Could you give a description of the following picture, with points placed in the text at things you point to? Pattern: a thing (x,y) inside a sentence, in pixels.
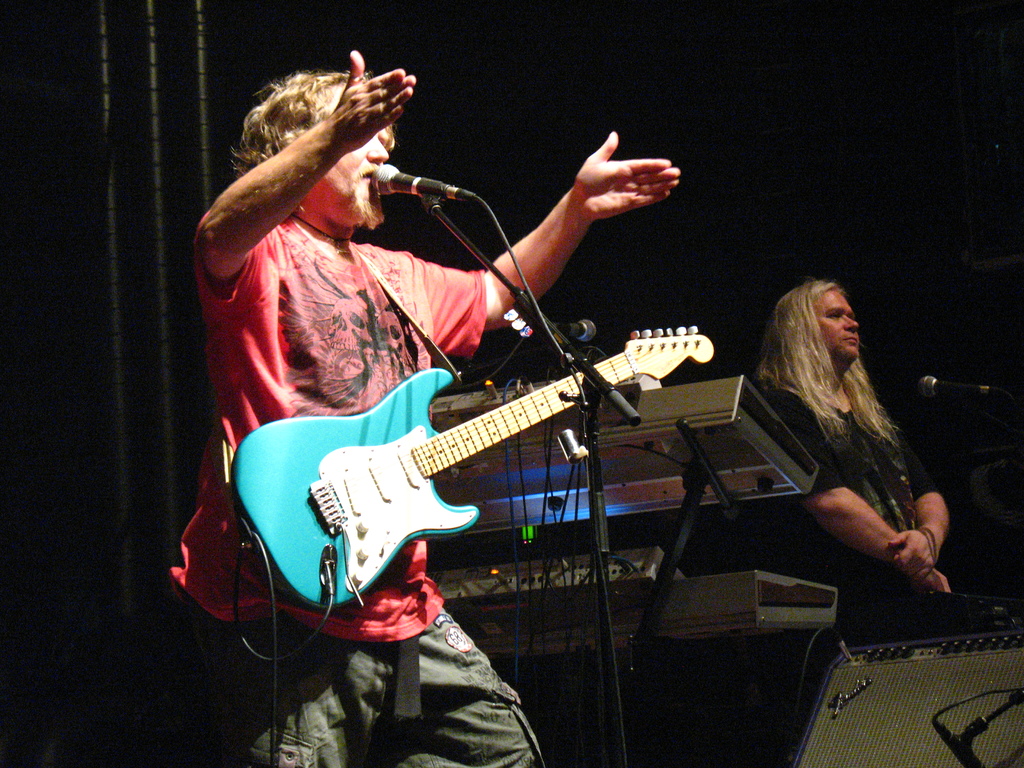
Background (786,122) is dark. Here we can see a person (841,388) with long hair (805,374) standing in front of a mike (950,388). This is a musical instrument (648,461). Here we can see a man (332,228) standing in front of a mike (391,167), singing. We can see a guitar (441,437).
